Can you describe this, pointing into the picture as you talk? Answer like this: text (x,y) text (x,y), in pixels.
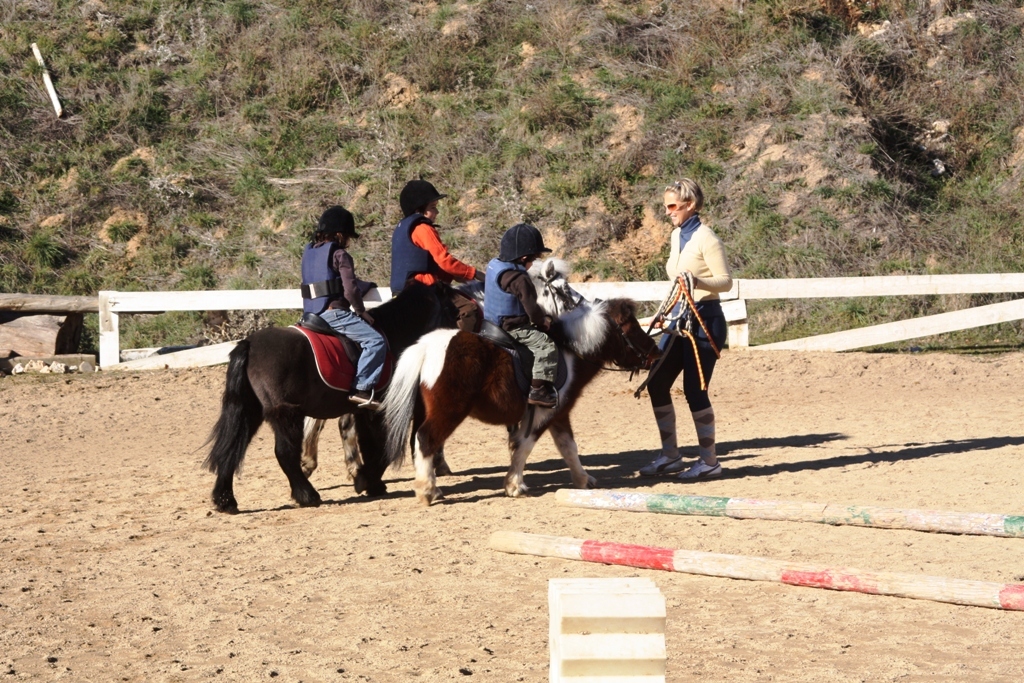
In this image, we can see a woman (680,372) and kids (509,305). Here we can see kids (525,309) are sitting on the horses (369,434) and a woman (707,320) holding ropes (697,309). At the bottom (459,606), we can see sand (443,567), wooden poles (789,580) and object (641,605). Background (1018,334) we can see wooden fence (1018,307), plants (253,322) and wooden log (48,331).
